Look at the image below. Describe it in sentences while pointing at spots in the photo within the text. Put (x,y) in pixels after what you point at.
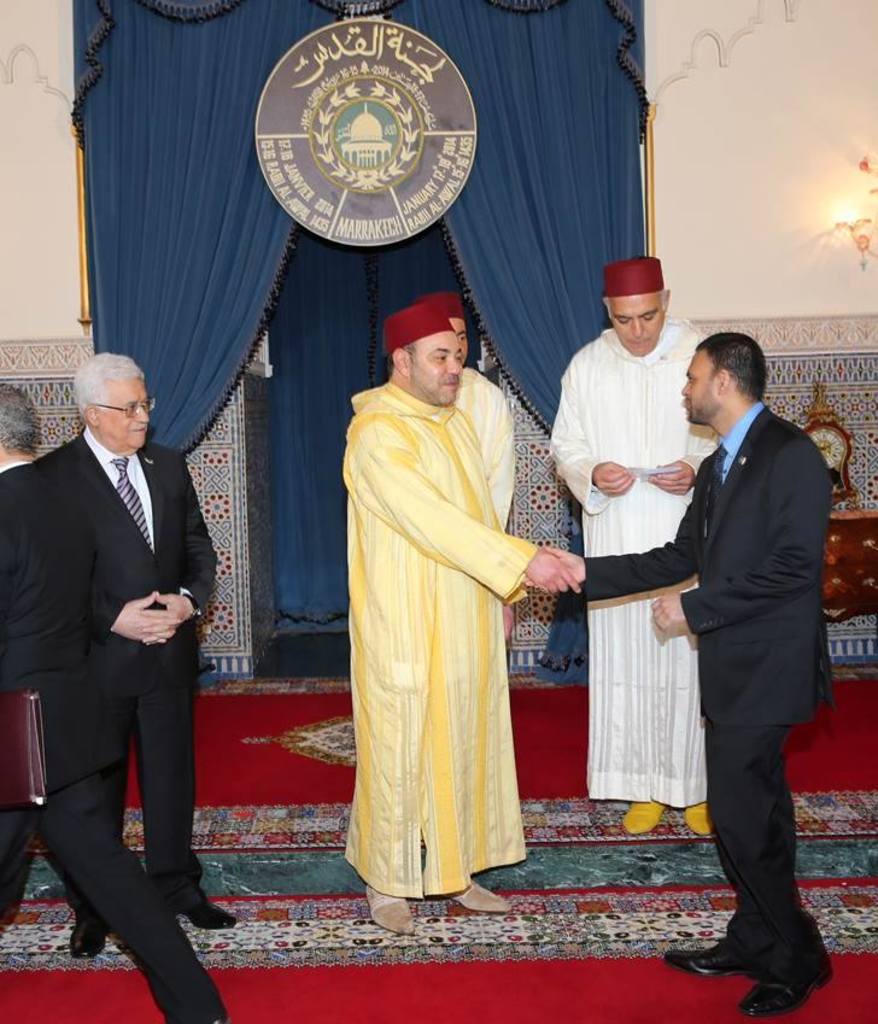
In the background (737,169) we can see a wall (752,201), light (864,209), curtains (528,201) and a board (351,52). We can see people (505,402) standing on the floor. On the left side (63,722) we can see a man (82,704) walking. We can see this two men (716,494) shaking their hands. At the bottom of the picture (810,753) we can see the floor carpet (808,742).
